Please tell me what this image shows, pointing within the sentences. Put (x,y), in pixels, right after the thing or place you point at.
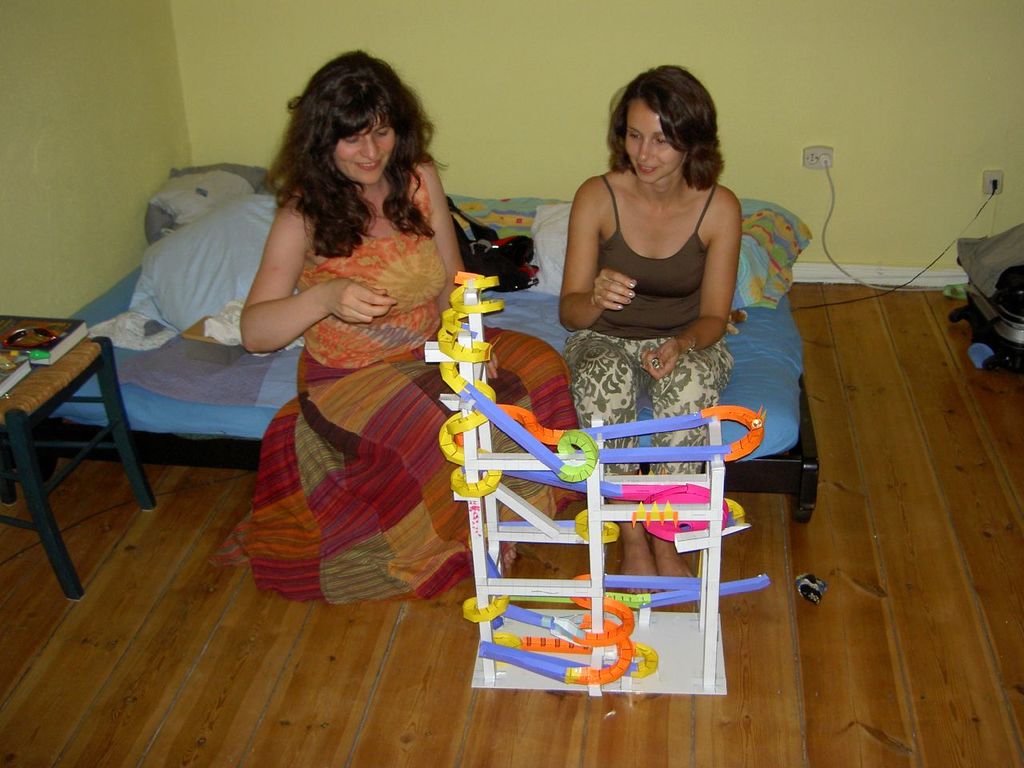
In this image we can see two ladies (423,263) sitting on the bed (214,388). There are pillows (198,206) on the bed (506,325). In front of them there is an object (600,566). On the left side (32,381) there is a chair (48,409). On the chair (48,409) there is a book (18,325) and some other items (21,354). In the back (793,193) there is a wall (771,136) with sockets (822,156). Also there are some other items (964,258).
